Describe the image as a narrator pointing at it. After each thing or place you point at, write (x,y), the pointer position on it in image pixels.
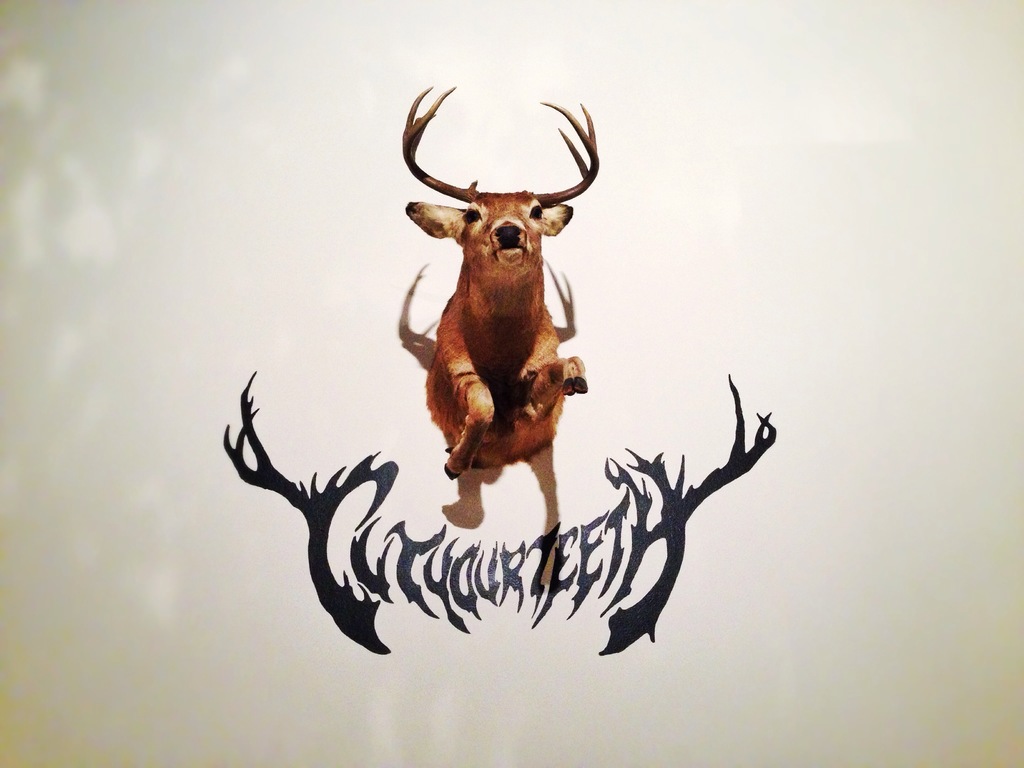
In the image we can see a deer (524,376) in jumping position. There is a text (543,543) and the background (583,522) is white.
